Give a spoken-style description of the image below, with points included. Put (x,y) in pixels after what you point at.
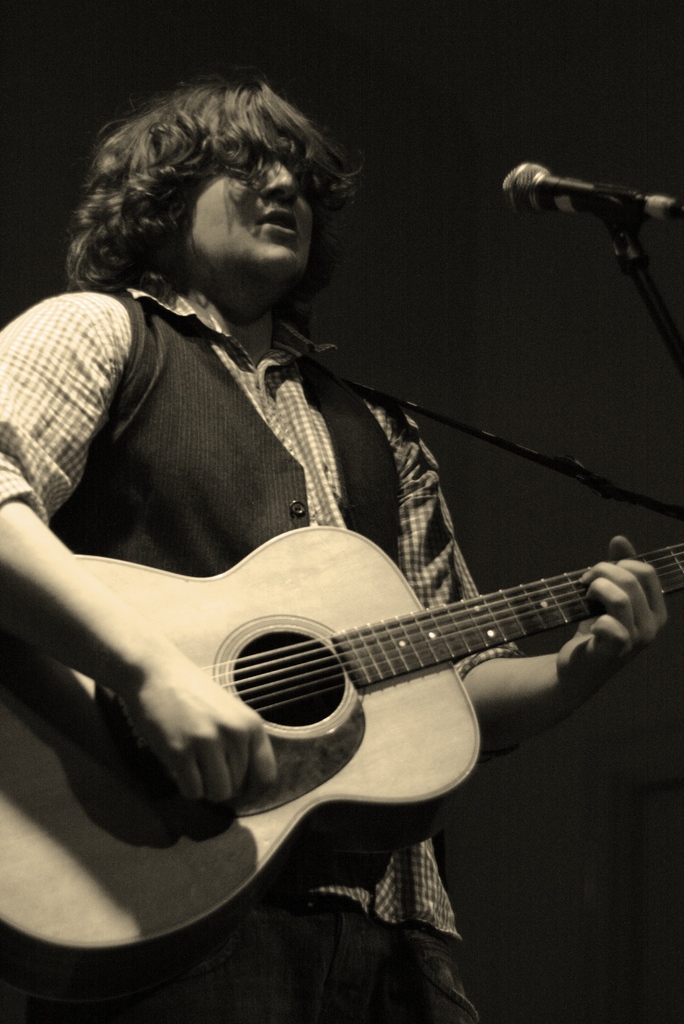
This picture shows a man (414,934) playing a guitar (4,702) and we see a microphone (654,198) in front of him.
